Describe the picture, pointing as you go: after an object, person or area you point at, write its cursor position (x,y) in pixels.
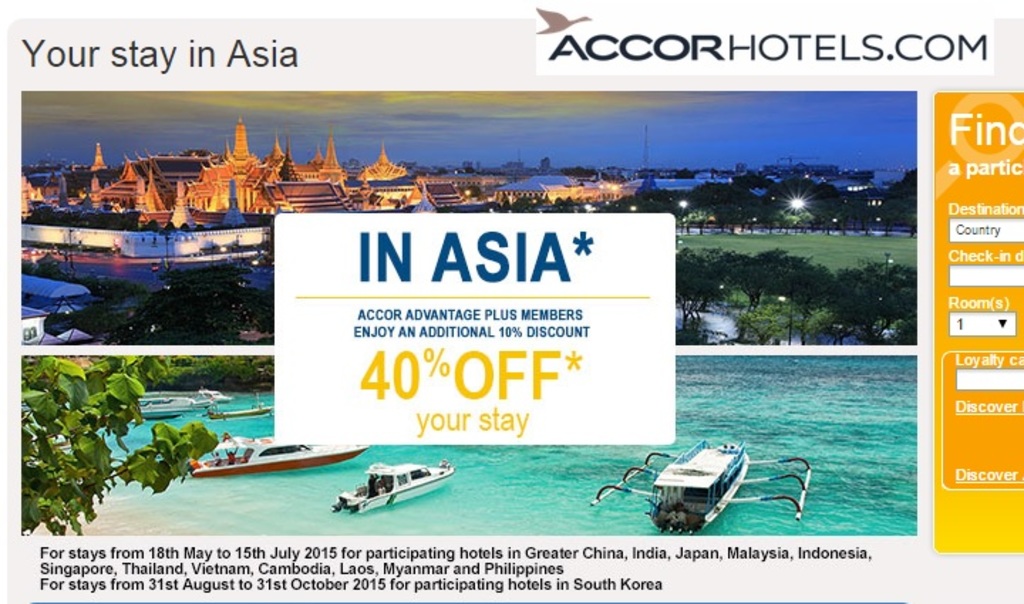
Here, we can see the picture of a display screen (955,27) and there is some text (167,45) on it.
